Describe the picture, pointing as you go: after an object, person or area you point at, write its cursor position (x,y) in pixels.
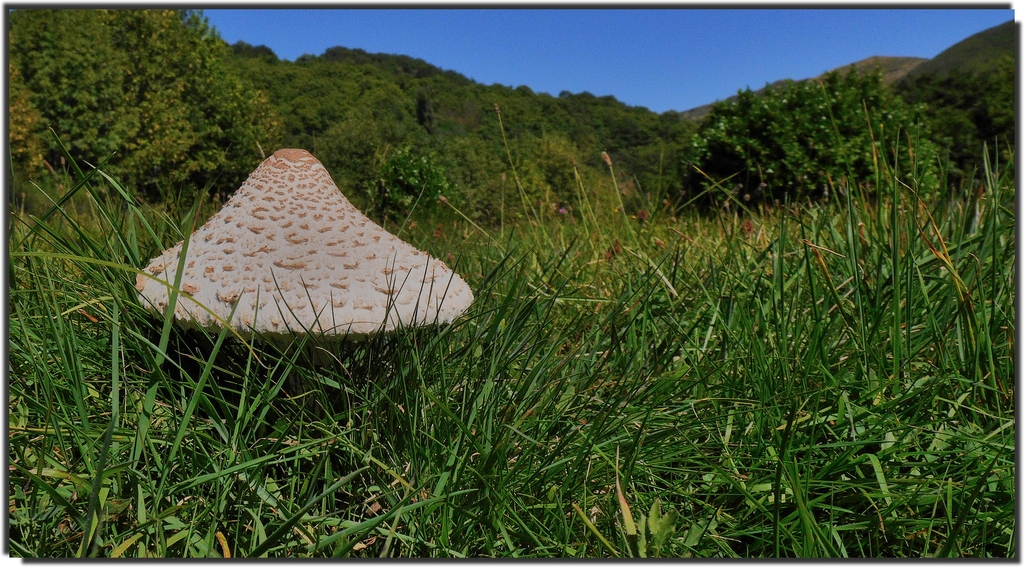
In this image we can see a mushroom (339,311) which is on the ground (604,349) there are some plants (635,242) and at the background of the image (452,157) there are some trees (472,139), mountains (631,125) and clear sky (433,54).
